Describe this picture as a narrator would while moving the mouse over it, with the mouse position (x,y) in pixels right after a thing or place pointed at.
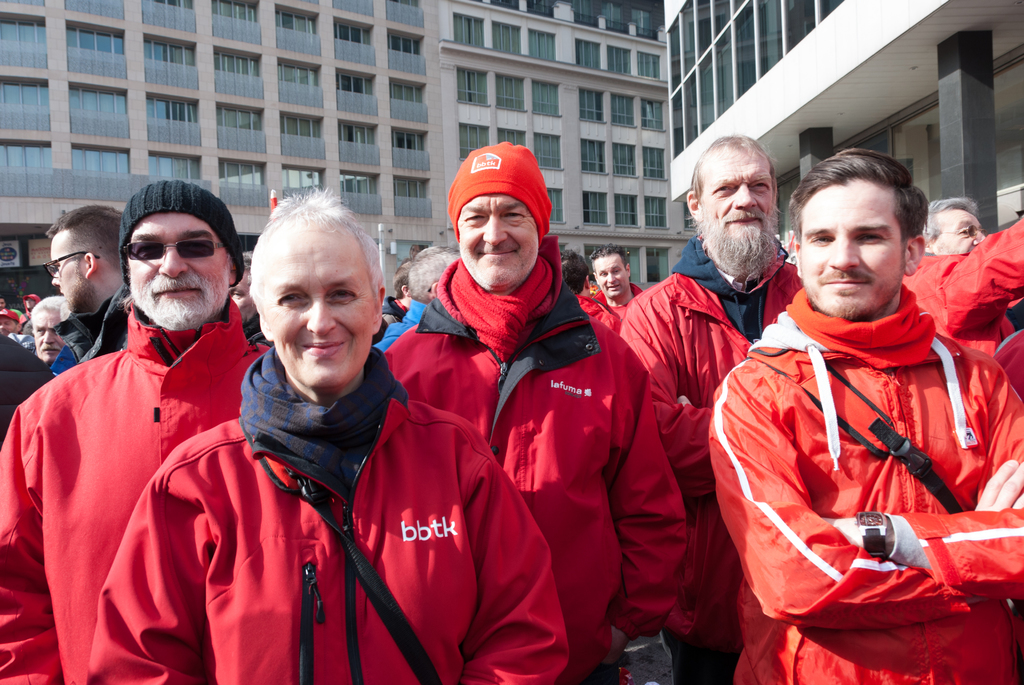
Here we can see people (608,497). Few people (433,336) wore red jackets (404,466). Background (777,75) there are buildings (787,65) and glass windows (595,99).
